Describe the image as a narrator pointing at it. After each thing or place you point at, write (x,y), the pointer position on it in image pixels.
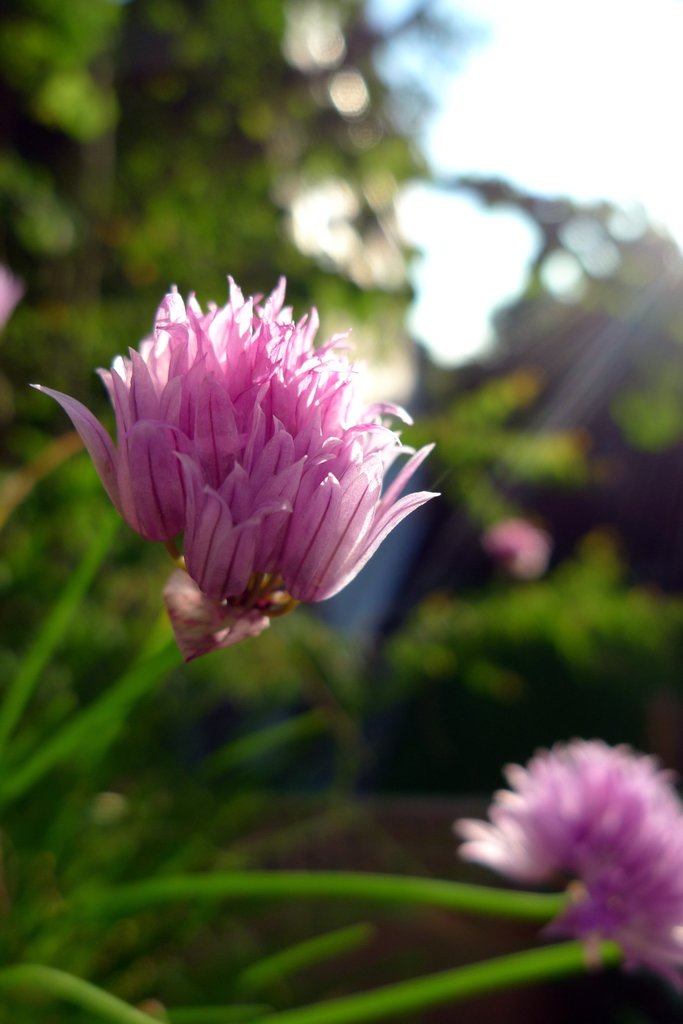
This is a zoom in picture of some flowers (292,382) with stems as we can see in the middle of this image (343,565). and there are some trees (350,197) in the background (455,435).
